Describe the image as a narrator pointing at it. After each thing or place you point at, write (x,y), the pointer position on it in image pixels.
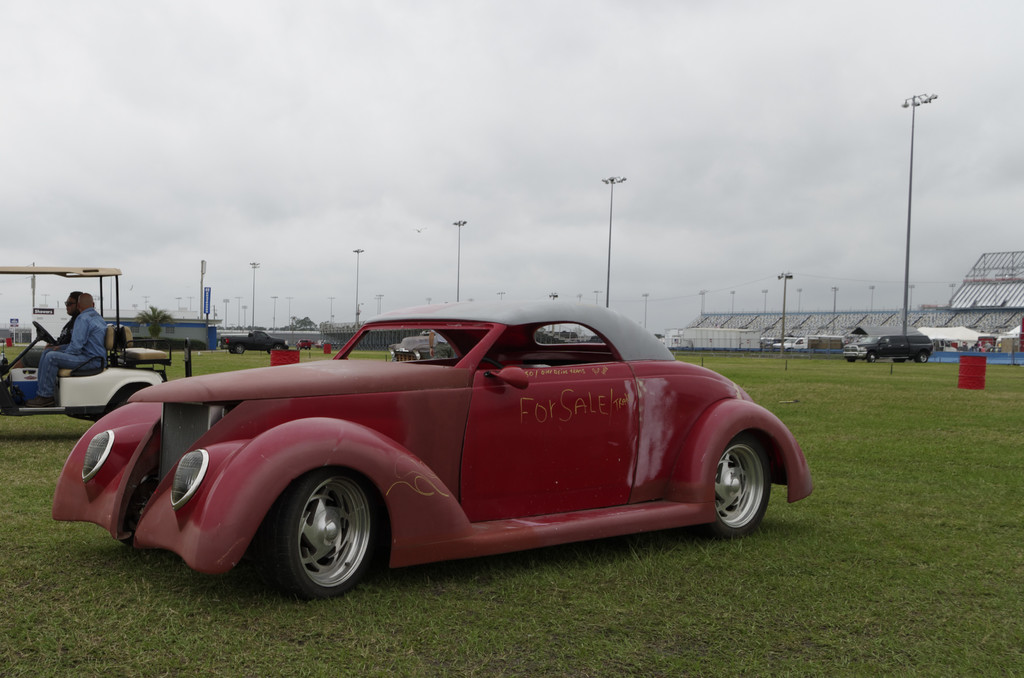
As we can see in the image there are vehicles (390,402), few people (87,352), lights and buildings (814,325). There is grass (258,628) and at the top (336,36) there is sky (336,36).
